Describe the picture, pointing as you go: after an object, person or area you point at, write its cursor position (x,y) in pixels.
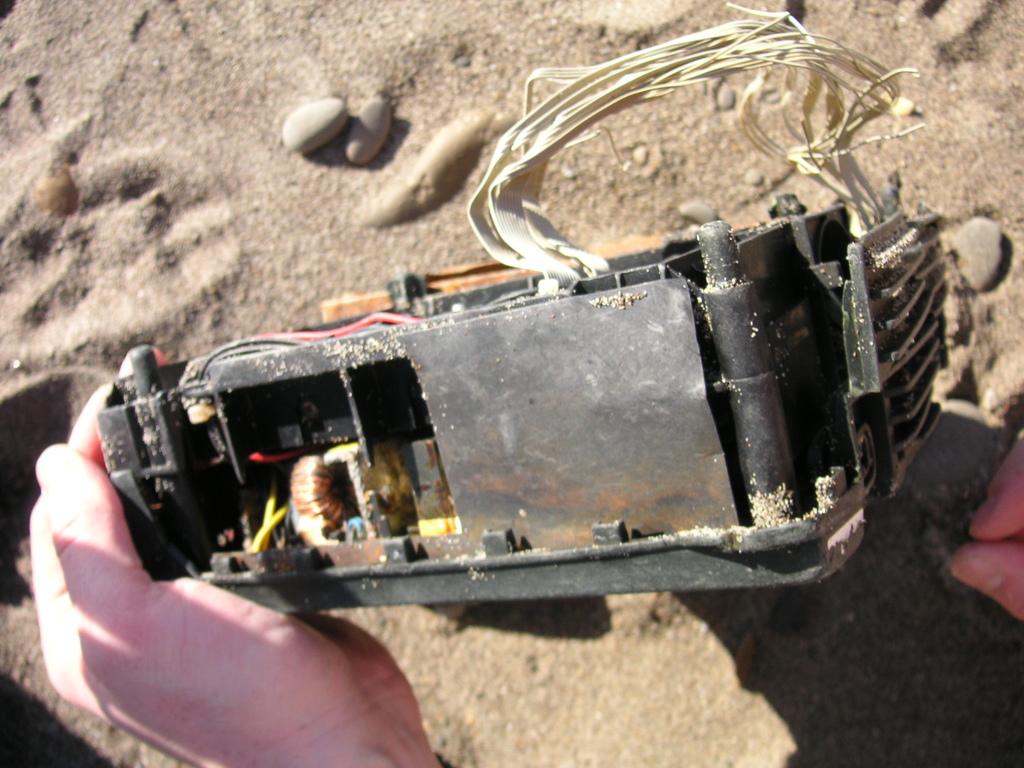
In this image we can see hands (279,660) of a person (979,548). Also there is a machine (579,356). In the background (215,152) there are stones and sand (805,723).
